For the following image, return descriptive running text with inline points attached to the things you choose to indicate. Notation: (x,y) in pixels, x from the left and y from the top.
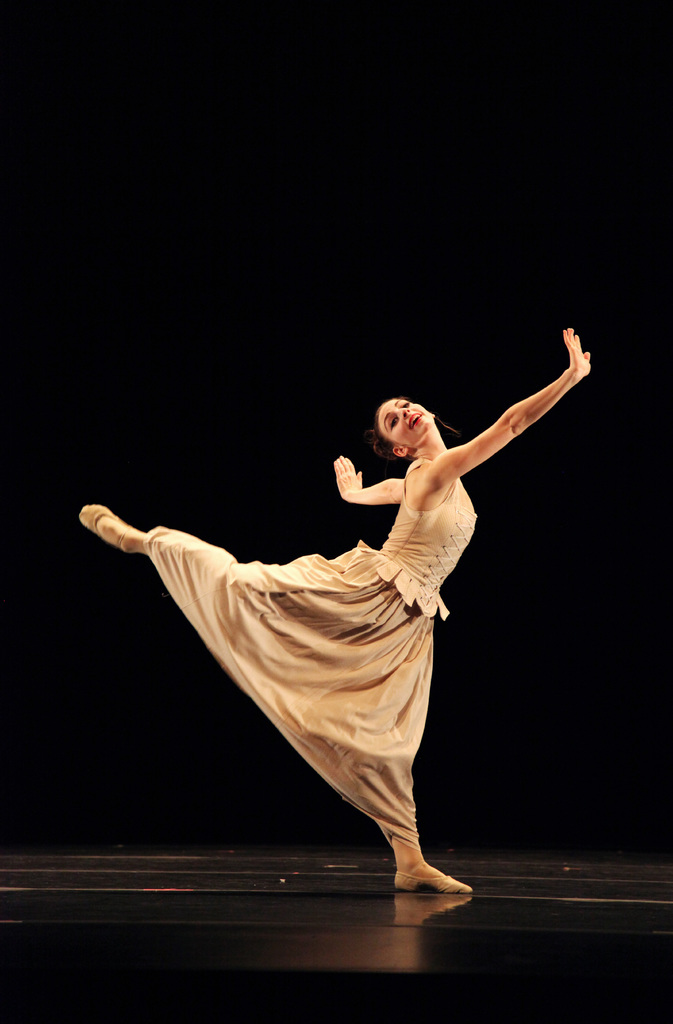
This picture seems to be clicked inside. In the center (438,600) there is a person (445,496) wearing a frock (386,639) and seems to be dancing. The background of the image (431,375) is very dark.
